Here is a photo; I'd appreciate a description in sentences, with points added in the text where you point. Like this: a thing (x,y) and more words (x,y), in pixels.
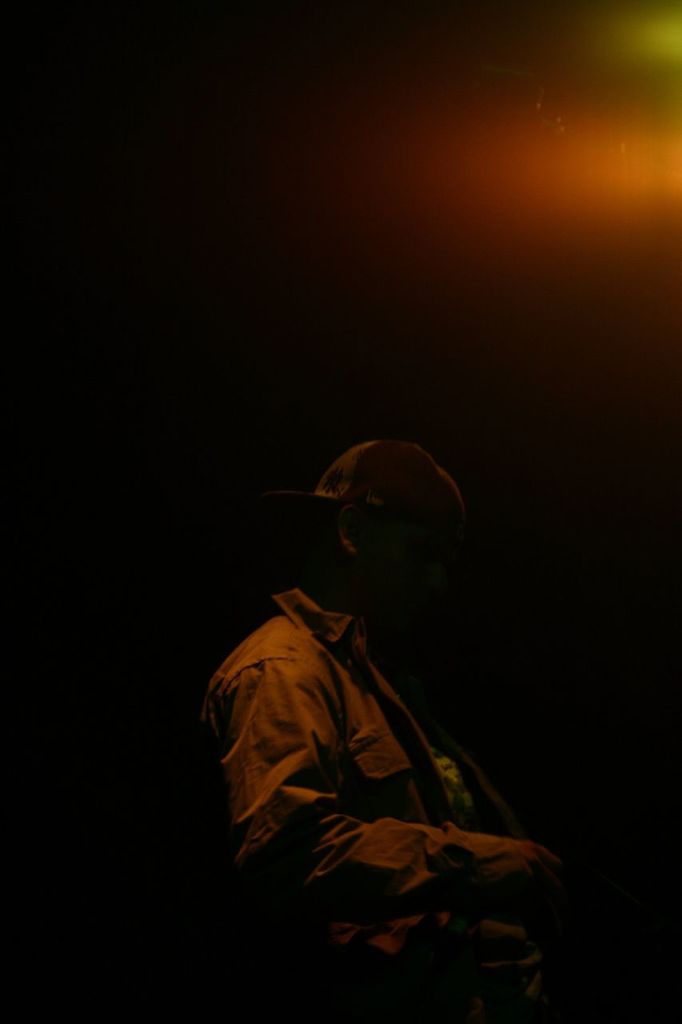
As we can see in the image there is a man (369,747) wearing brown color jacket (317,712) and the image is little dark.
